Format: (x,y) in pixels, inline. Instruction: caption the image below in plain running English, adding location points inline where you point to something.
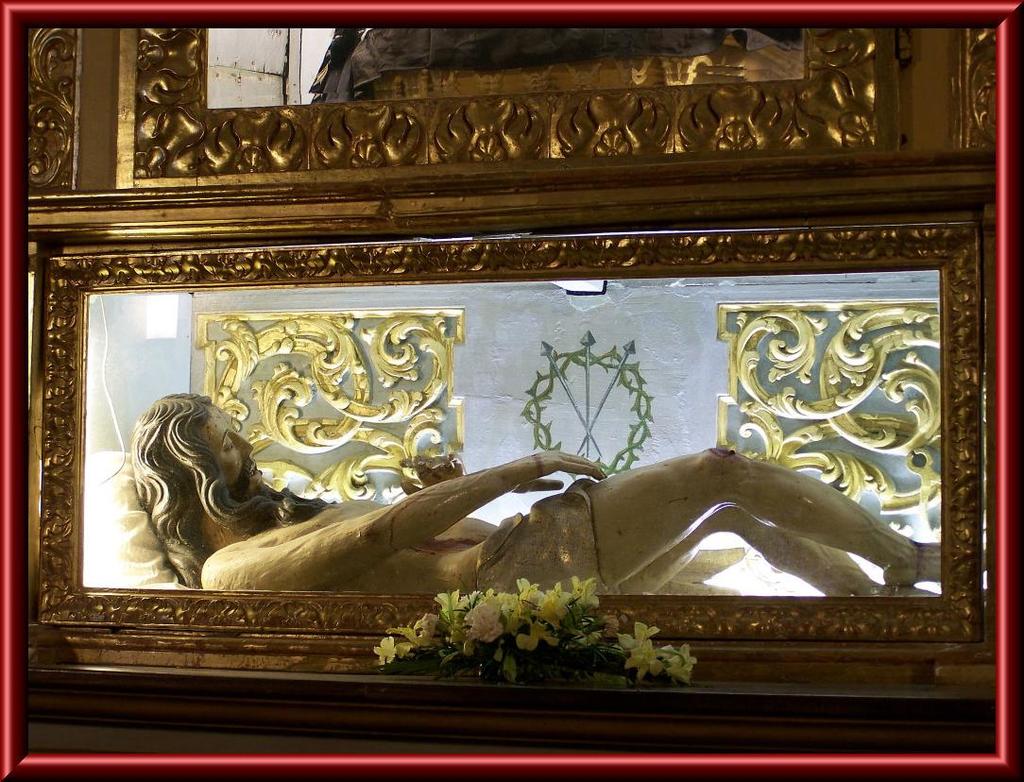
This picture seems to be an edited image with the borders (692,781). In the foreground (719,493) we can see the sculpture (654,486) of a person (200,504) sleeping on an object (127,529) and we can see the flowers (515,649) and some metal arts (426,331) and some other objects (815,164).
